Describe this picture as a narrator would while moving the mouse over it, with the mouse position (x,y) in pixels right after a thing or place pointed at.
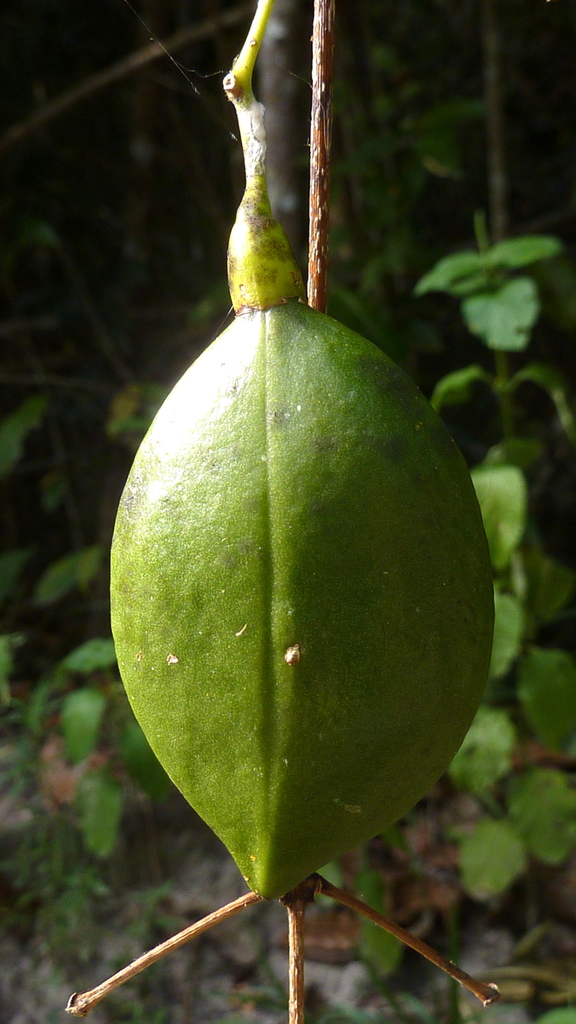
In this picture it looks like a seed pod (300,323) hanging from a plant (246,303).
